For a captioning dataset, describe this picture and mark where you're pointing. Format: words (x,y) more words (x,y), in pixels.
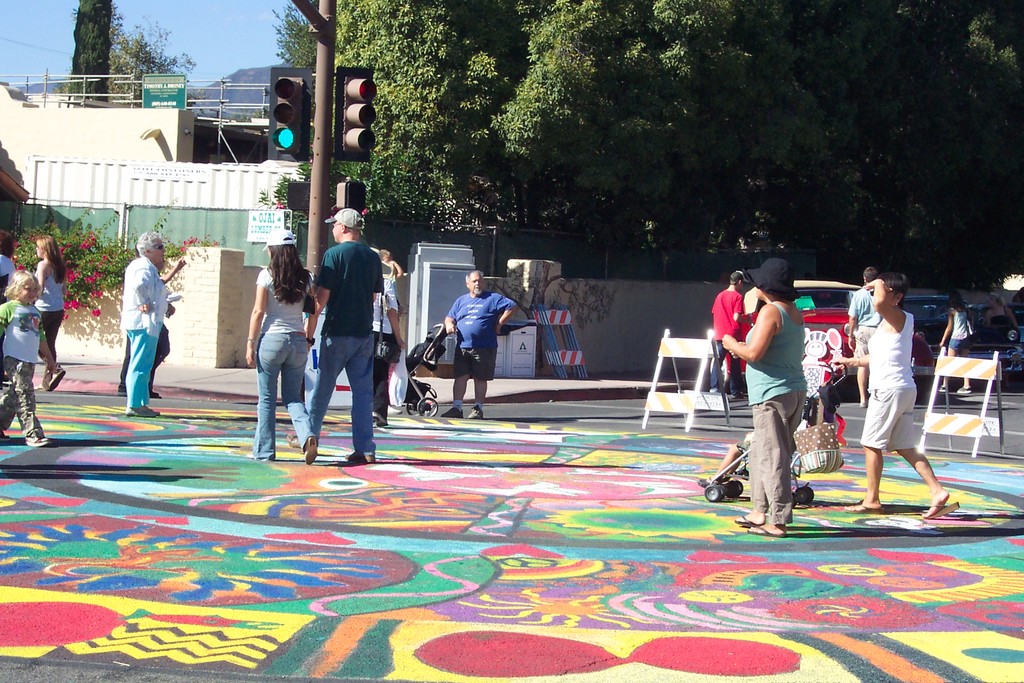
In this picture there is a man (349,237) who is wearing cap (347,216), t-shirt (358,317), jeans (328,390) and shoe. He is standing near to the woman (293,321) who is wearing white cap (278,239), t-shirt (281,317), jeans (274,374) and shoe (309,461). Both of them are walking near to the traffic signal (322,191). On the right (900,394) there is a woman (905,379) who is wearing white clothes (899,370), she is walking near a trolley (808,412). In the trolley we can see the child (731,457). Beside that we can see woman (788,496) who is wearing black hat (773,267), t-shirt (786,360), trouser (761,448) and slipper (762,524). On the left (150,291) there is an old woman (157,307) who is wearing white top (156,305), blue trouser (141,356) and shoe (130,412). She is standing near to the man (164,283) who is holding the papers (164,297). Backside of him there is a woman (45,268) who is wearing white t-shirt (50,287), jeans (50,322) and shoe (53,384). On the right (950,309) background (967,305) there is a woman (960,343) were standing near to the cars (940,340). Beside the car (837,317) we can see boards (665,398) on the roads (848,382). At the top (803,165) we can see trees (750,112). In the background (238,121) we can see the buildings (170,113), sign boards (259,221), wall (640,329), fencing (569,244), plants (73,246) and trees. In the top left corner (264,18) there is a sky (1,13).
